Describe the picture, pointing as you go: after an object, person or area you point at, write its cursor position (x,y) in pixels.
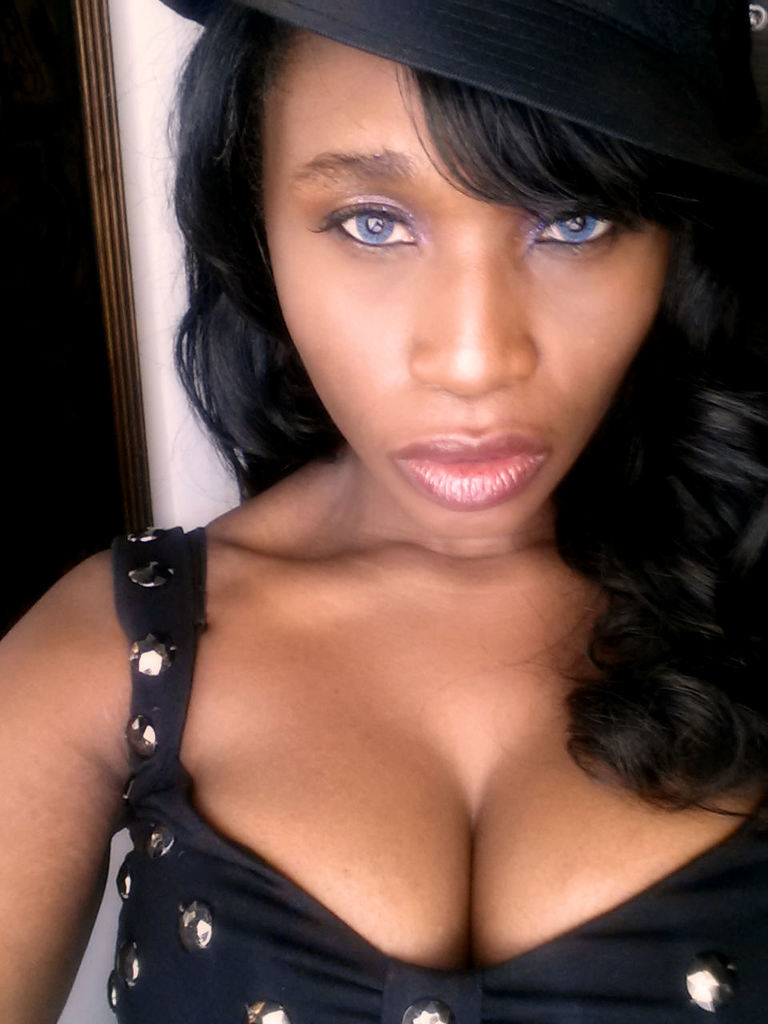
Here we can see a woman (390,442). In the background (193,480) there is a wall (161,486).
